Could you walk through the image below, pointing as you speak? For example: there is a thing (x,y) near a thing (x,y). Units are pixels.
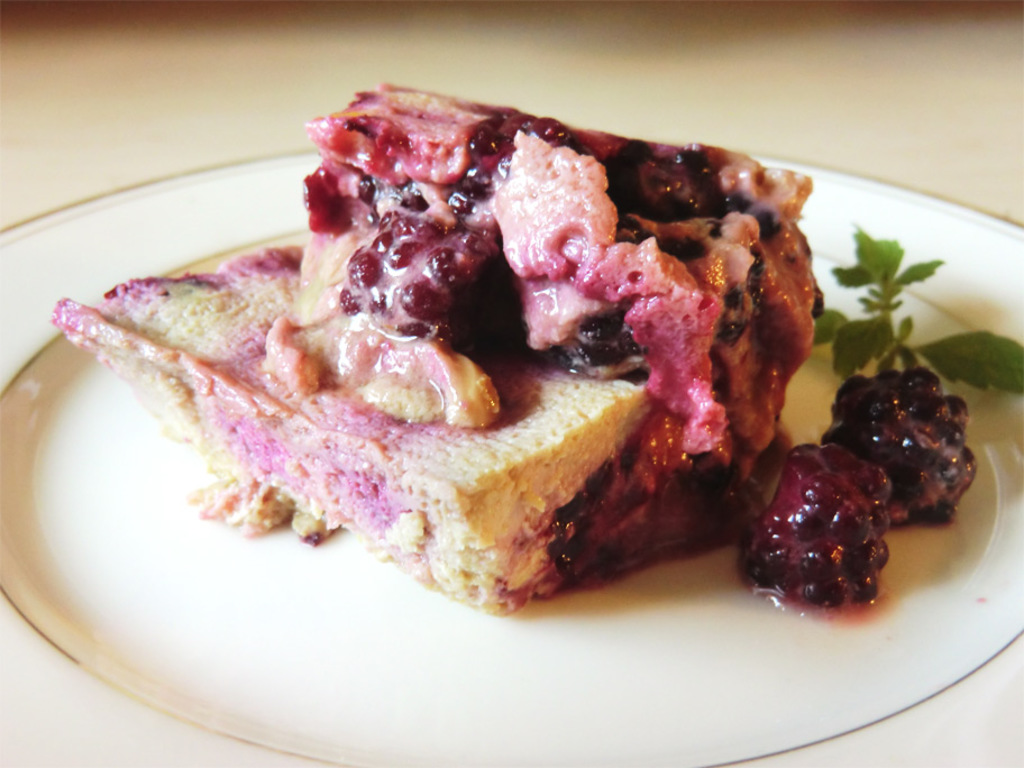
In this image I can see a plate (246,668) which consists of some food item (664,450) and also I can see two blackberries (879,451) and few leaves (889,337). This plate (163,223) is placed on a white surface (169,97).
